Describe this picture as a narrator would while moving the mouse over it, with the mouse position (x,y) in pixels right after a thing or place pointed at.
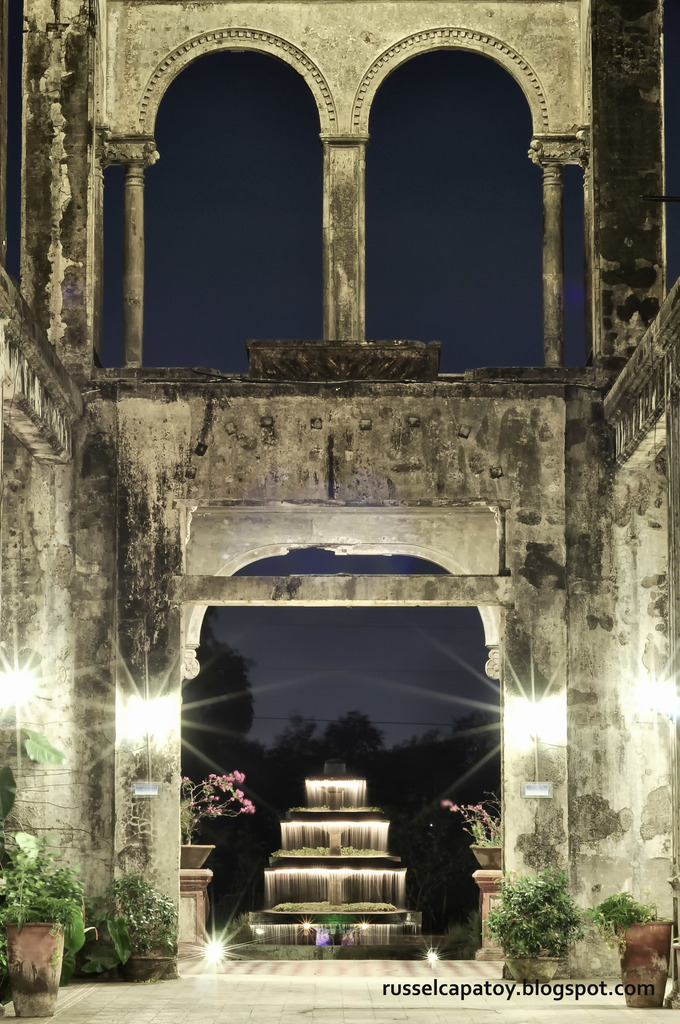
In this image I can see number of plants (58,919) and few lights (142,697) on the both side of this image. In the background (180,545) I can see the wall (207,510), a water fountain (324,792) and number of trees (416,753). On the bottom right side of this image (547,987) I can see a watermark (398,987).
